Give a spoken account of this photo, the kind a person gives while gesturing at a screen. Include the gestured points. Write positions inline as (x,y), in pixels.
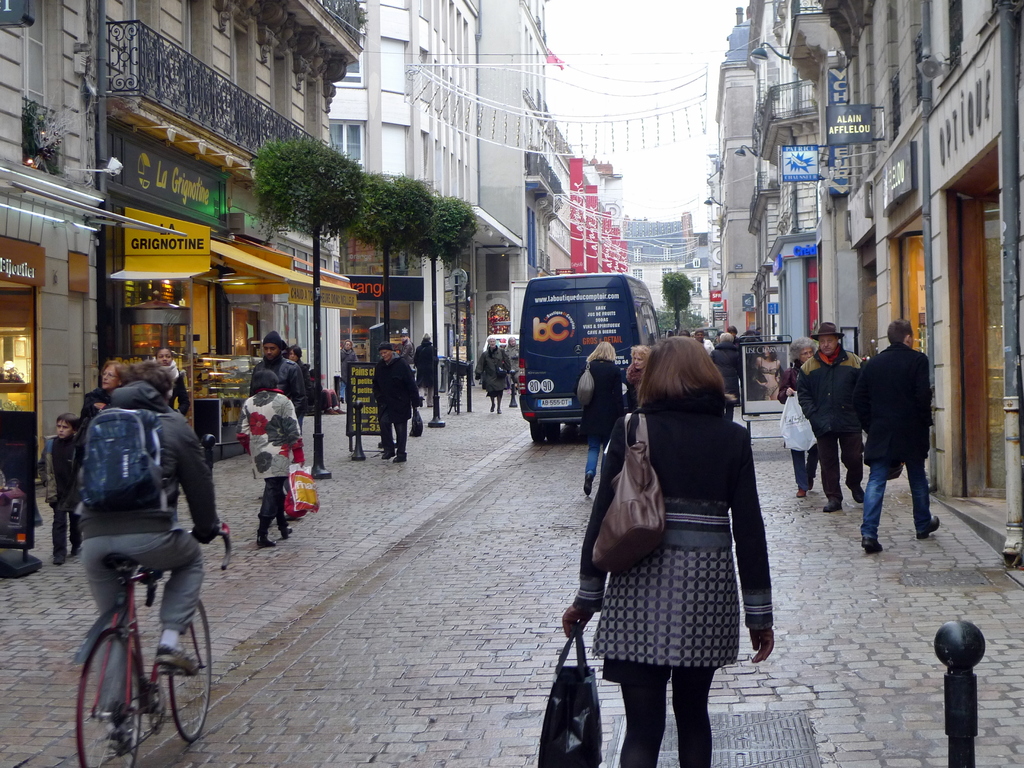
In this image we can see a man (176,529) riding a bicycle (88,665) on the road (224,721) and he is on the left side (109,628). Here we can see a bag (88,479) on his back (154,523). Here we can see a few people (267,377) walking on the road (908,493). Here we can see the handbag (648,502). Here we can see the buildings (240,143) on the left side (248,138) and the right side (870,257) as well. Here we can see the trees (283,181).
